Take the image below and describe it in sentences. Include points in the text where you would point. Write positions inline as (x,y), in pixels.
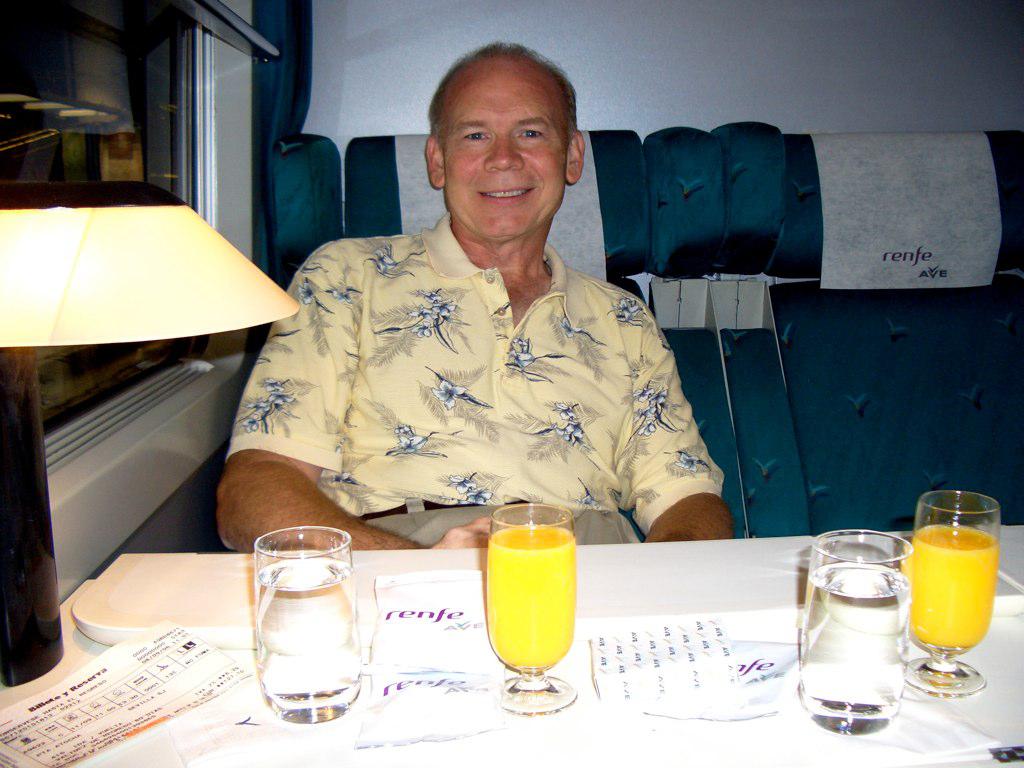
In this image I can see a person (523,297) sitting on the seat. In front (506,631) I can see glasses (506,609), papers (448,693), lamp (193,254) on the table (787,616). Back I can see a glass window (54,86) and white color wall (786,87).
